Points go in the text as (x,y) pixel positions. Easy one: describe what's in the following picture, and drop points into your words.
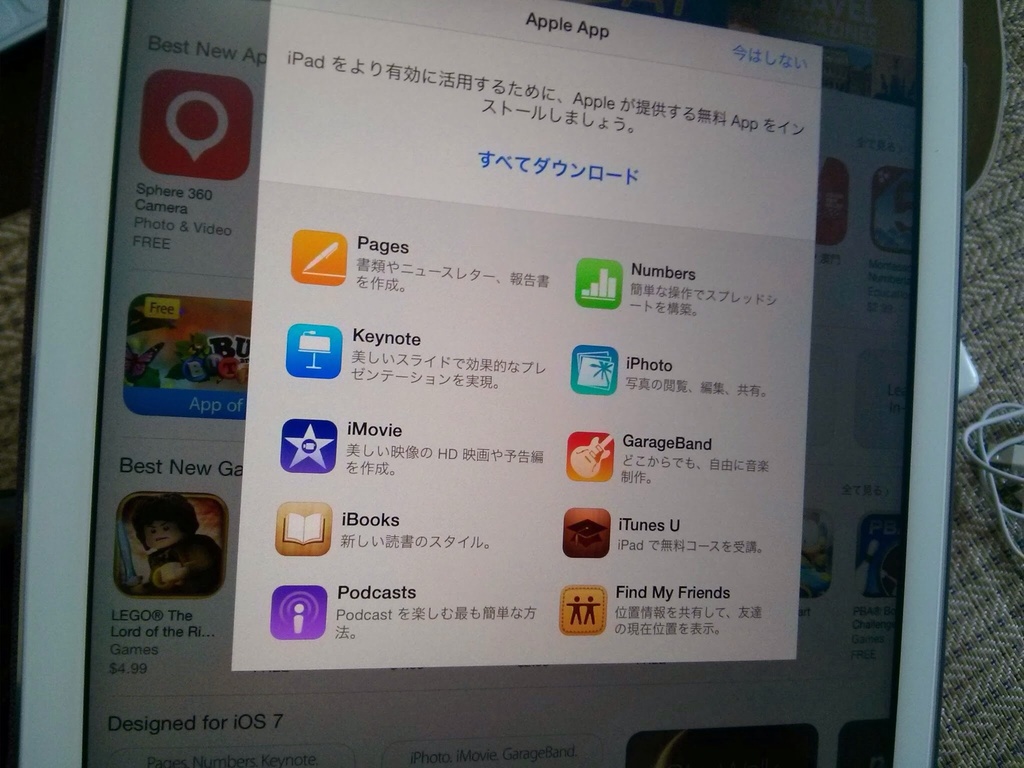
In this image we can see a screen (535,310), and there are applications (384,464) on it.
